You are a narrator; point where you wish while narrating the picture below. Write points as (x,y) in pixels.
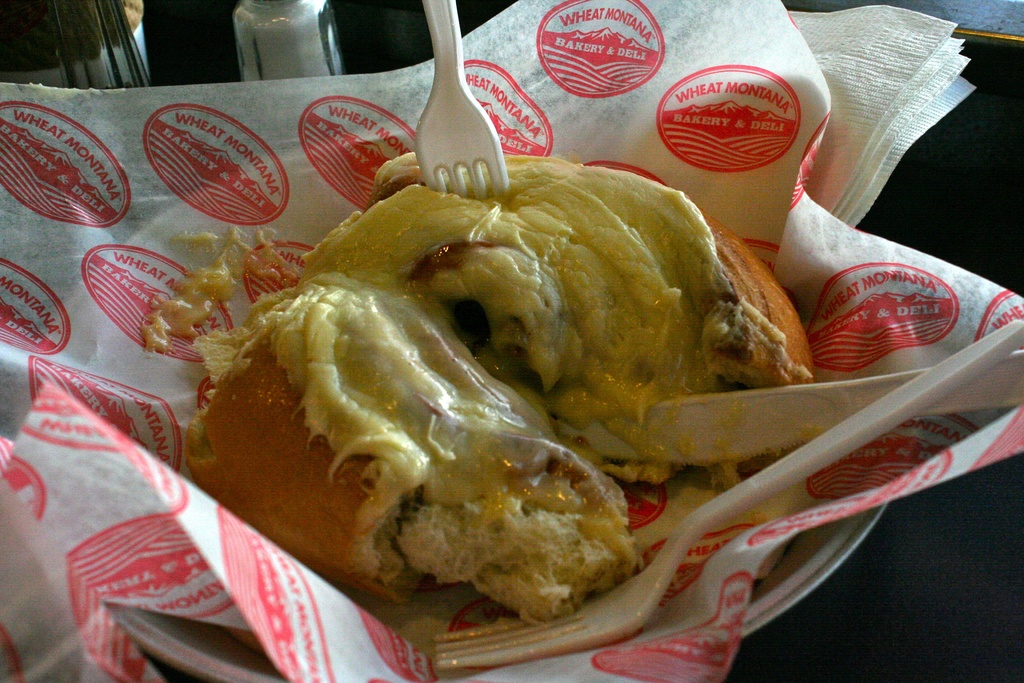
In the image there is a cinnamon roll (605,422) with icing (496,322), fork (443,58) on it on a tissue (715,135) in a plate (174,632) over a table (868,635) with salt and pepper bottle (303,39) behind it.
